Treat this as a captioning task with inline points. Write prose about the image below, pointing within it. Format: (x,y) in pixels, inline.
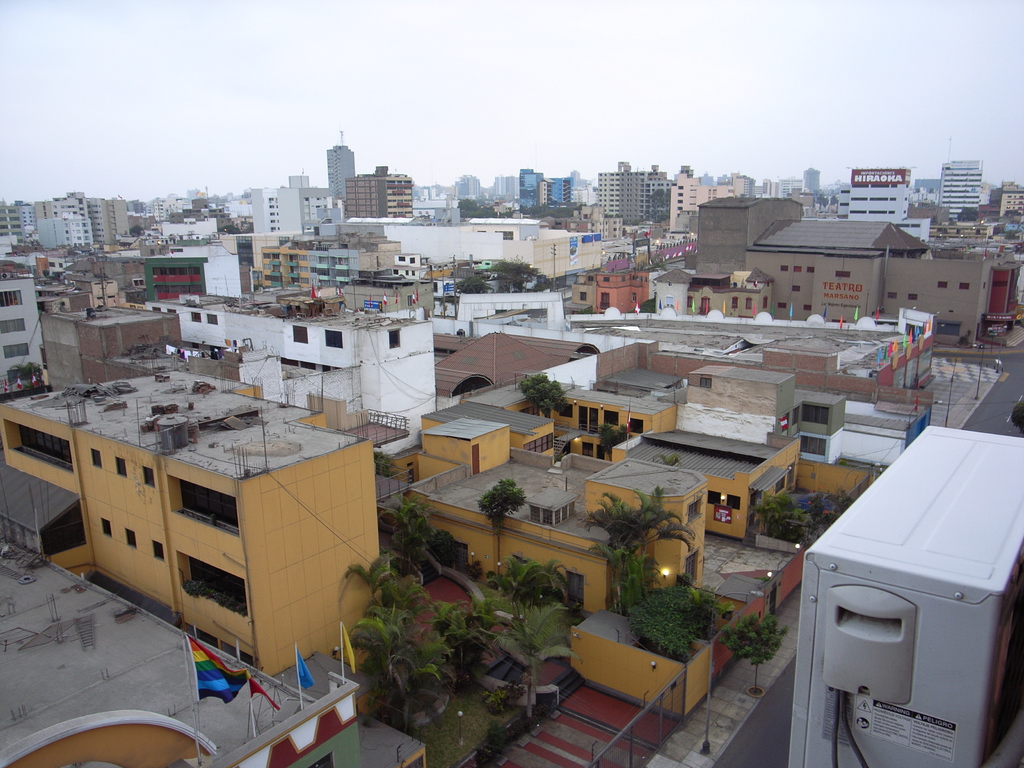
In this image, in the middle (599,483) there are buildings (708,459), trees (642,584), flags (257,693), poles (196,736), lights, boards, text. On the right (936,569) there is a compressor (907,616). At the top (534,102) there is sky (404,100).
